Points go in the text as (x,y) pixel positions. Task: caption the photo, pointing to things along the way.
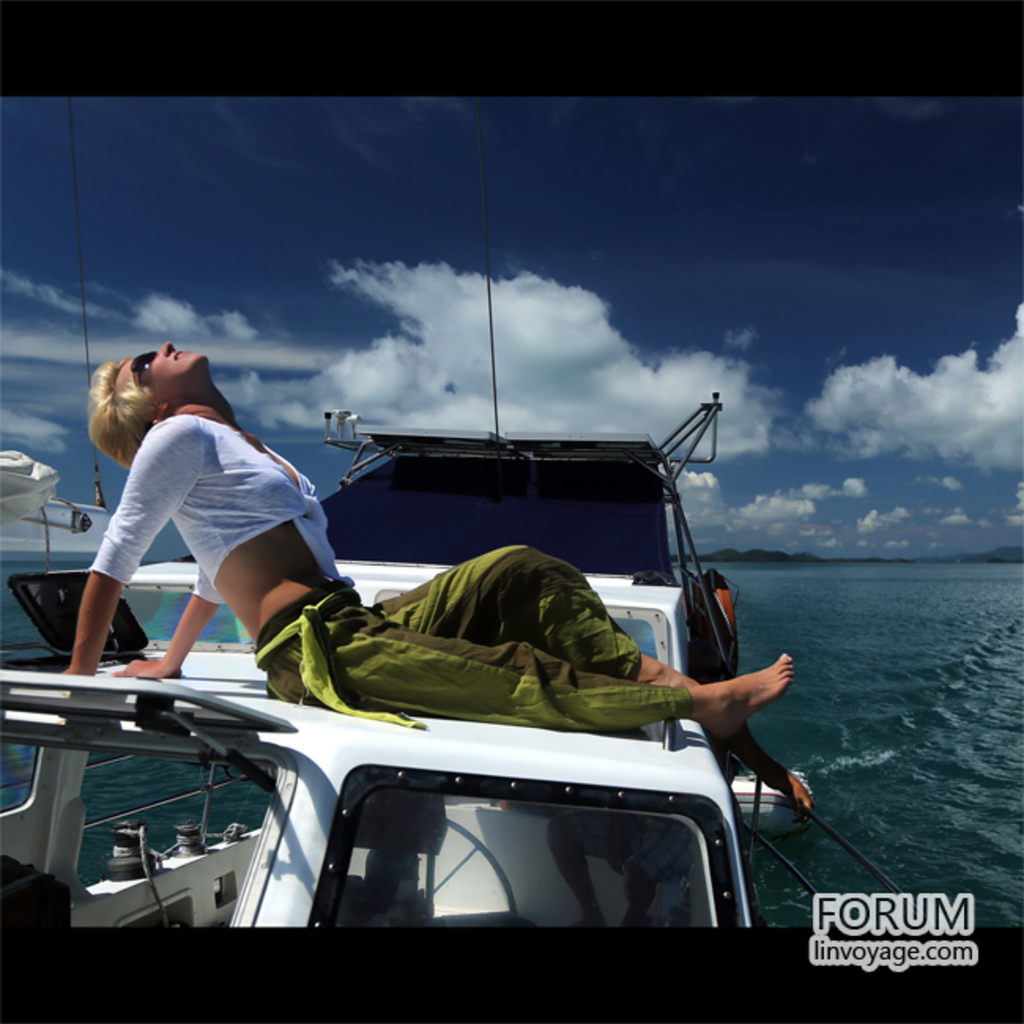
In this picture, there is a woman (416,695) sitting on the boat (483,739). She is wearing a white top (237,527) and green trousers (450,683). The ship (429,723) is in white in color. At the bottom (921,737), there is water (835,604). In the background (644,250), there is a sky (620,309) with clouds (820,490).
